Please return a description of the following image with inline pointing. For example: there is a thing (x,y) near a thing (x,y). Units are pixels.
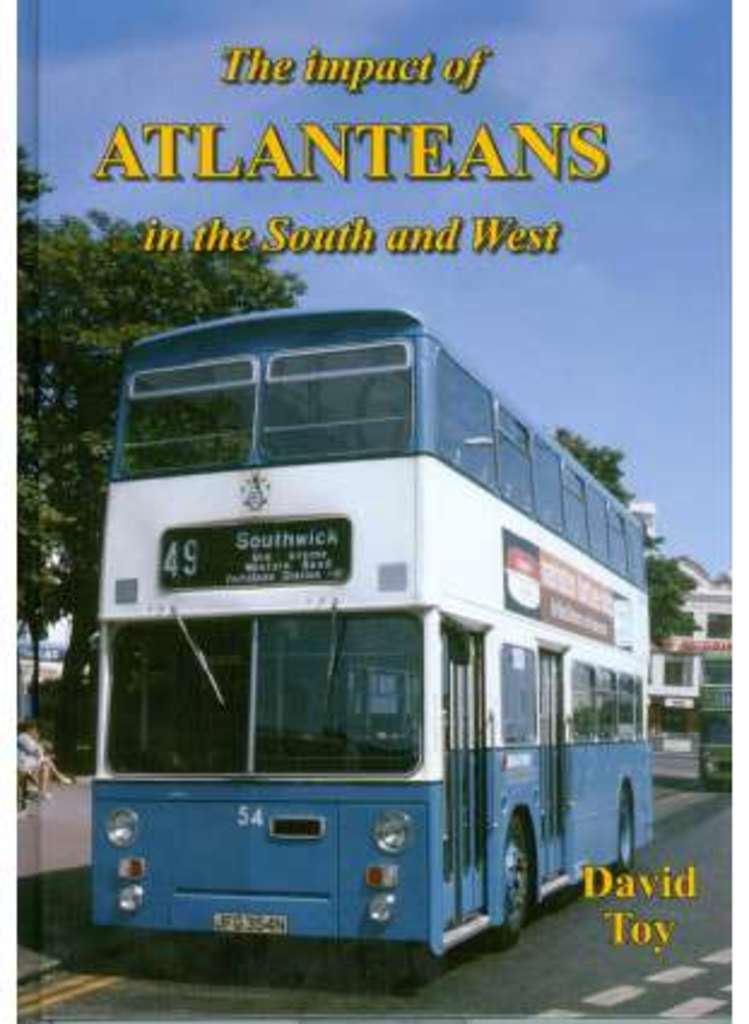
In this picture there is a double bus (532,809) on the road (389,968). On the left (23,747) there is a woman (36,756) who is sitting on the bench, beside her i can see the trees (29,611). On the right (716,690) there is a bus (724,719), behind that i can see the building (676,673), stairs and poster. At the top (394,3) i can see the sky (575,29) and clouds (570,20). On the bottom right corner (669,917) there is text (630,882).
